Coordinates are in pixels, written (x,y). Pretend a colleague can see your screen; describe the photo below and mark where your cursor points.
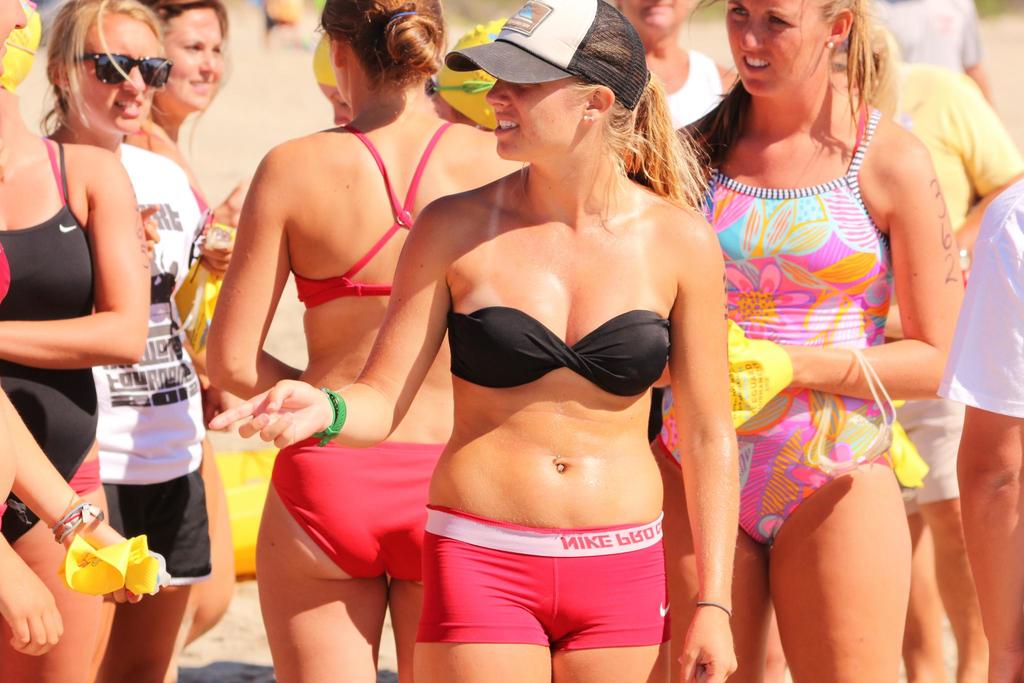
In the center of the image (472,381), we can see a lady (491,389) standing and wearing a cap (608,77). In the background (72,213), there are some other people (140,124) and we can see a lady (143,204) wearing glasses (113,75) and some are holding objects (745,351) in their hands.
